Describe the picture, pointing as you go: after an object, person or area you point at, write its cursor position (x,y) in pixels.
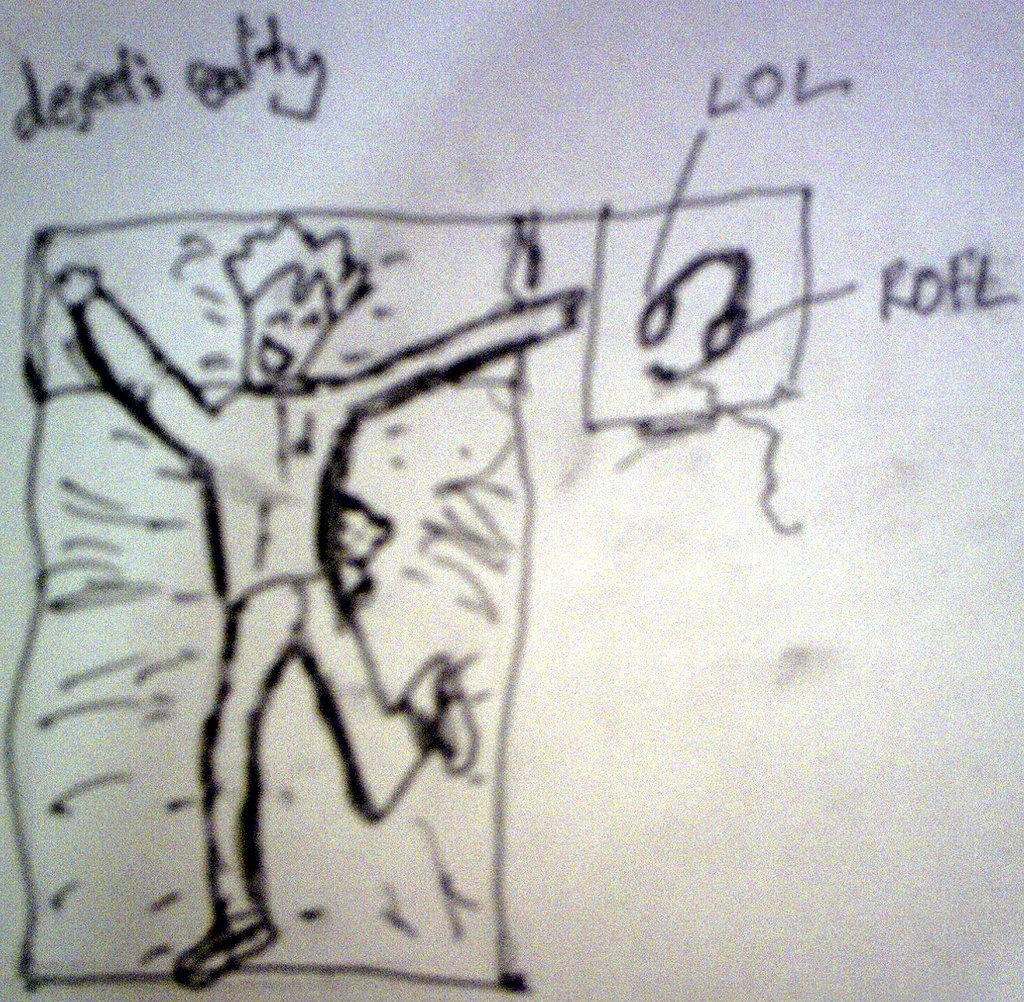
This image consists of a drawing (468,719) on a paper (369,504). It looks like a man (230,525) is dancing. Beside him, there is a headset (672,322). At the top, there is a text (295,118).
